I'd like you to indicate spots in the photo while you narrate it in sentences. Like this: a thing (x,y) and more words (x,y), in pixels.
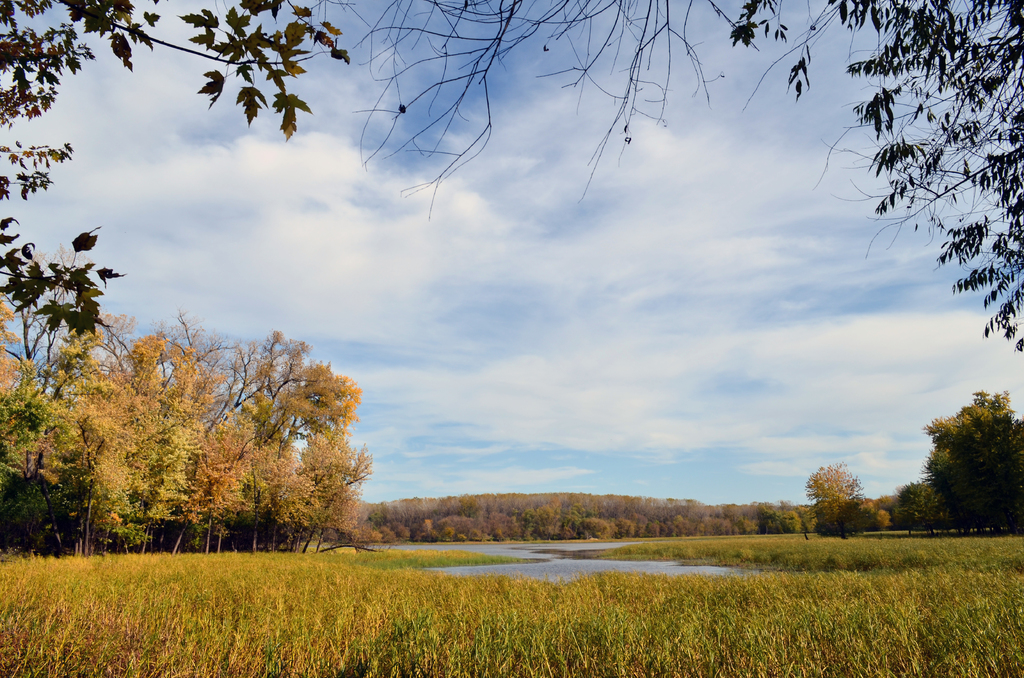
In this image in the front (332,599) there is grass (414,627). In the background (288,503) there are trees (388,508) and there is water (575,562) and the sky (491,227) is cloudy.
